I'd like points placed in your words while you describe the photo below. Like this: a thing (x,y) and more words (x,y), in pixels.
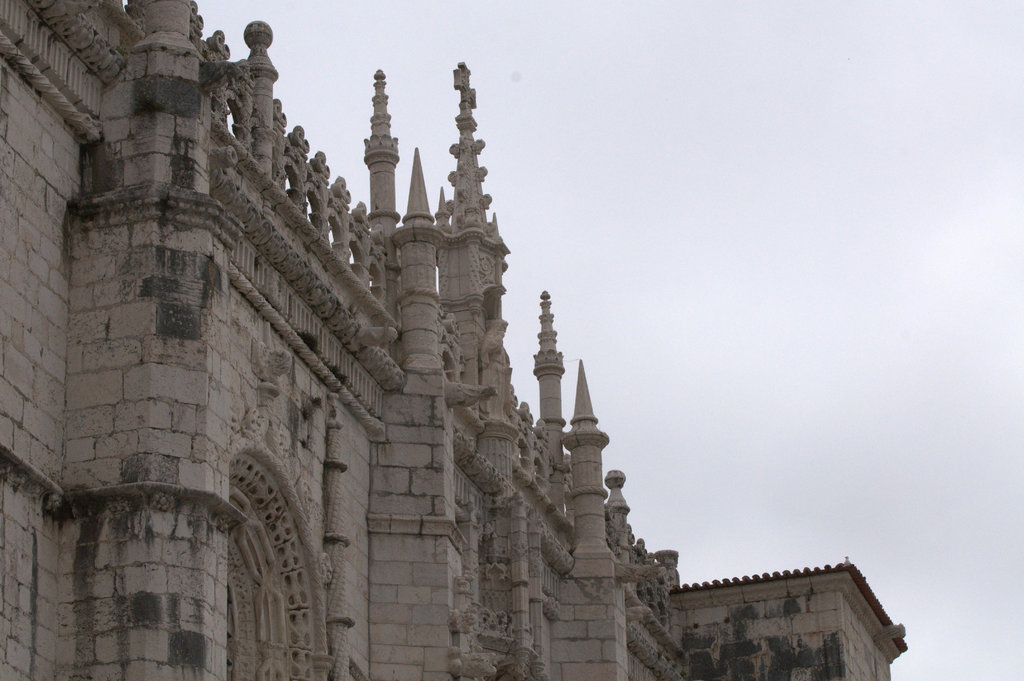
In this picture I can see a building (351,501). In the background (719,272) I can see the sky (739,280).
